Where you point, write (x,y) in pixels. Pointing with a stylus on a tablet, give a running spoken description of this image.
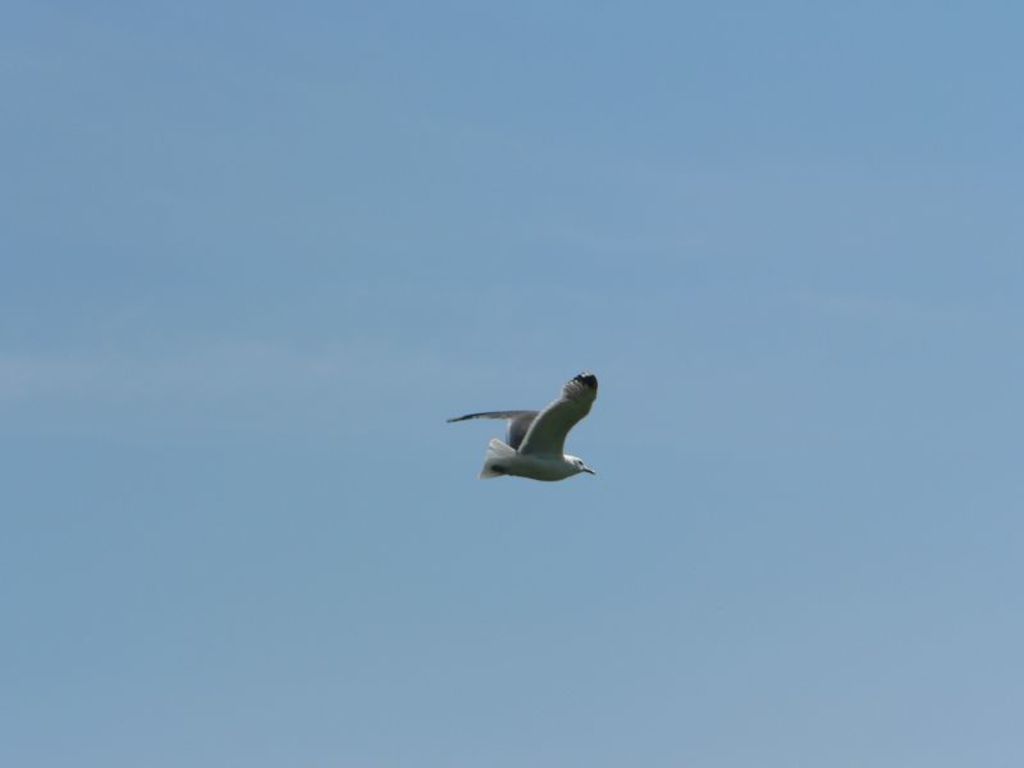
In the center of the image (532,475) we can see one bird (539,451) flying, which is in white color. In the background (506,299) we can see the sky (270,247).
